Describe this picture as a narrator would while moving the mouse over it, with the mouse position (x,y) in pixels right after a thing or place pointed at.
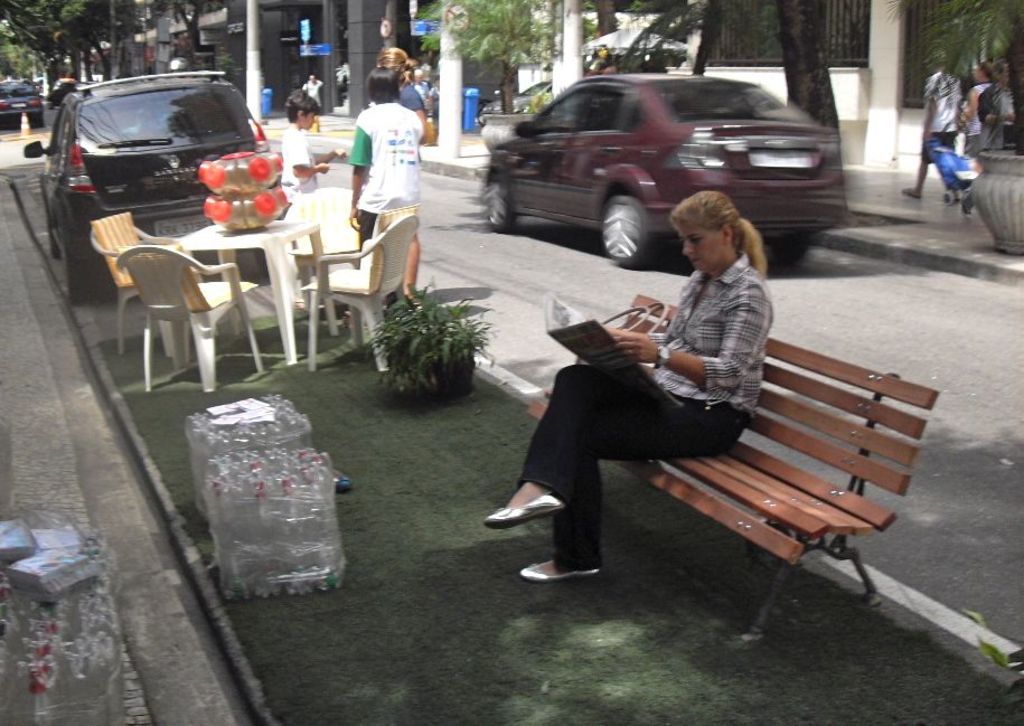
In this picture we can see a woman (741,313) sitting on the bench (787,540). This is grass (481,538) and there is a plant (468,340). Here we can see vehicles (662,174) on the road (517,262). These are the chairs (316,261) and this is the table (281,238). Here we can see two persons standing on the road (524,258). These are the trees (47,40). And there is a pole (250,53).
